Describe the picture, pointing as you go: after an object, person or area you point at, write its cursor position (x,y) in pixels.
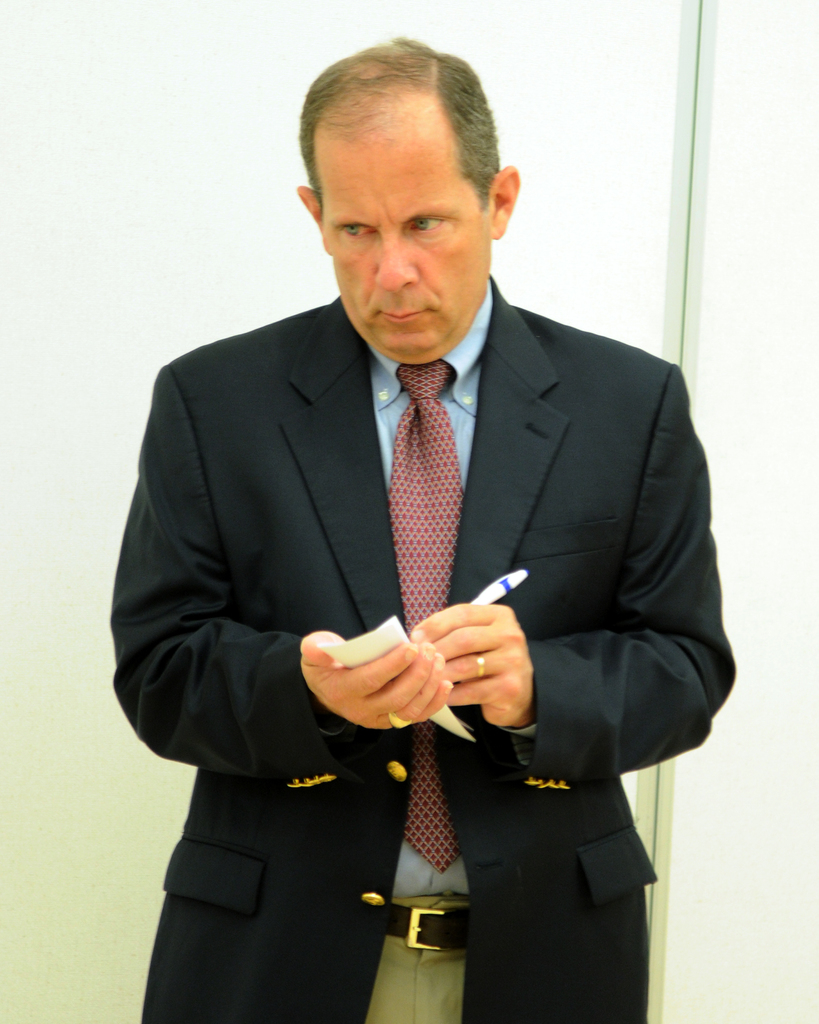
In the center of the image (473,598), we can see a person (360,632) holding a pen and a paper (405,639) and in the background (322,69), there is a wall (546,67).
